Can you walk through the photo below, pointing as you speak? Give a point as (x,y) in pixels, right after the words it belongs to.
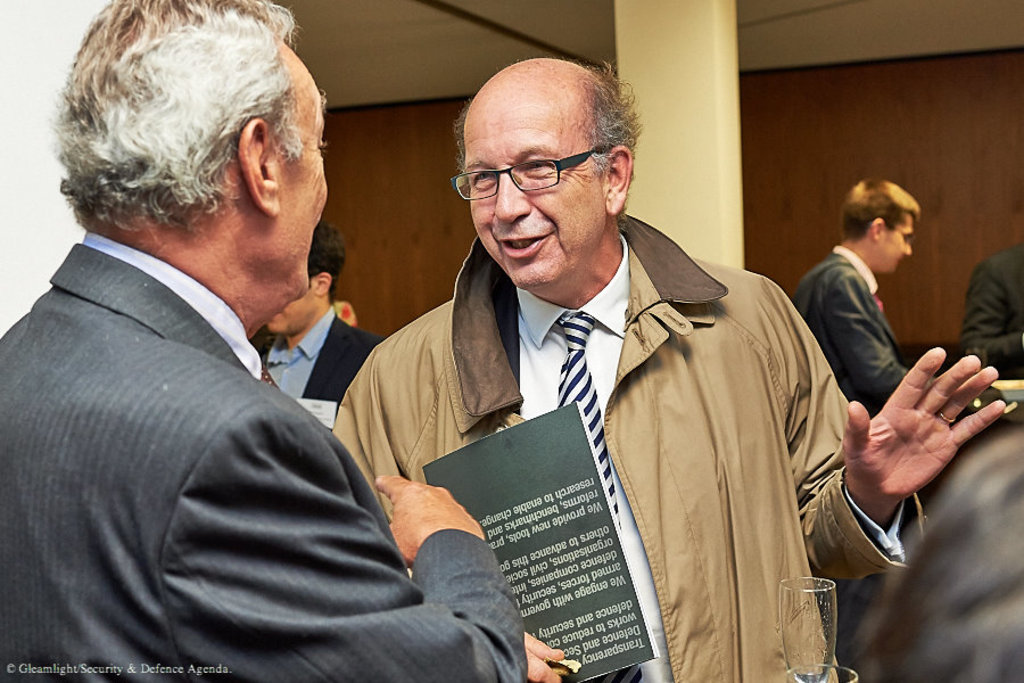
In this image there are a few men (282,473) standing. The man (625,465) in the center (625,395) is holding a book (535,580) in his hand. Behind him there is a pillar (702,183). In the background (854,152) there is a wall (403,232). At the top (495,52) there is a ceiling (495,41).
